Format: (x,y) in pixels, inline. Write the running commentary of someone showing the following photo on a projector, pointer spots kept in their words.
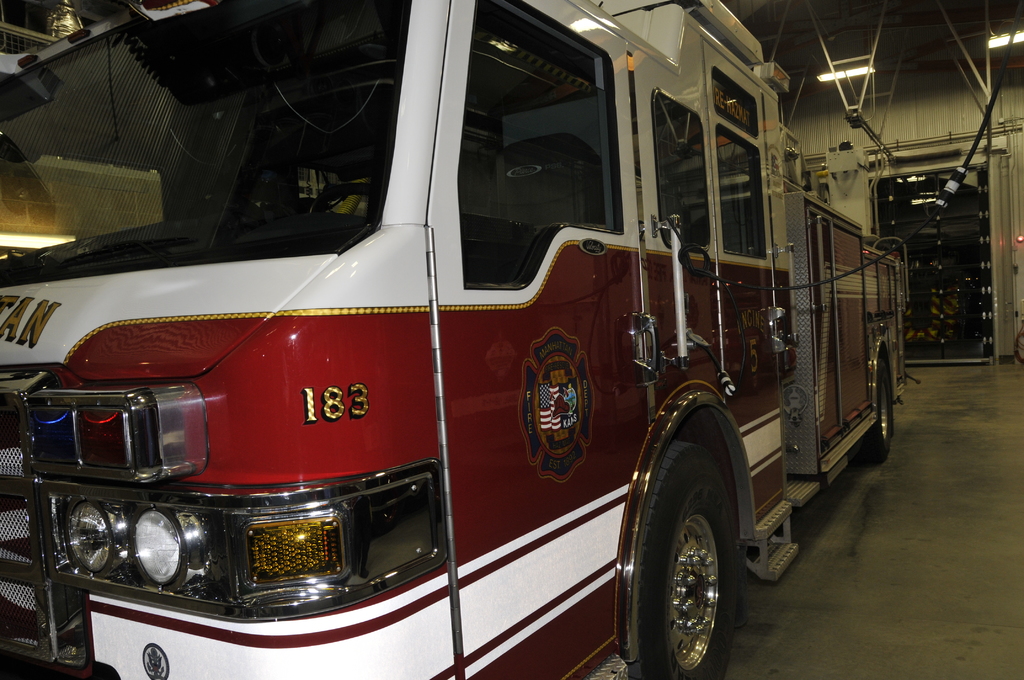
In the center of the image (666,448) we can see a vehicle (330,213). On the right side of the image (948,318) we can see a door (932,310), wall (997,281), lights (1019,34), rods (989,67). At the bottom of the image (894,510) we can see the floor (883,547).
